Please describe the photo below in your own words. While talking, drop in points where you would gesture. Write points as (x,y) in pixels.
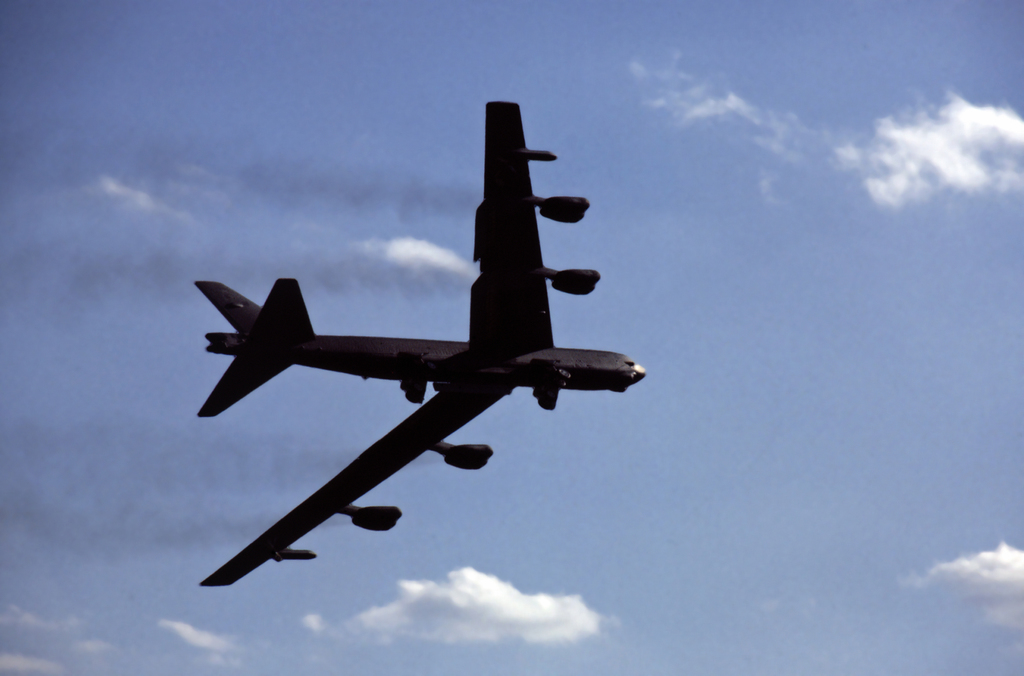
In this image I can see an aeroplane (443,389) is flying in the sky (371,496). In the background (734,259) I can see the sky (778,391) in blue color and the cloud (504,600) in white color.
